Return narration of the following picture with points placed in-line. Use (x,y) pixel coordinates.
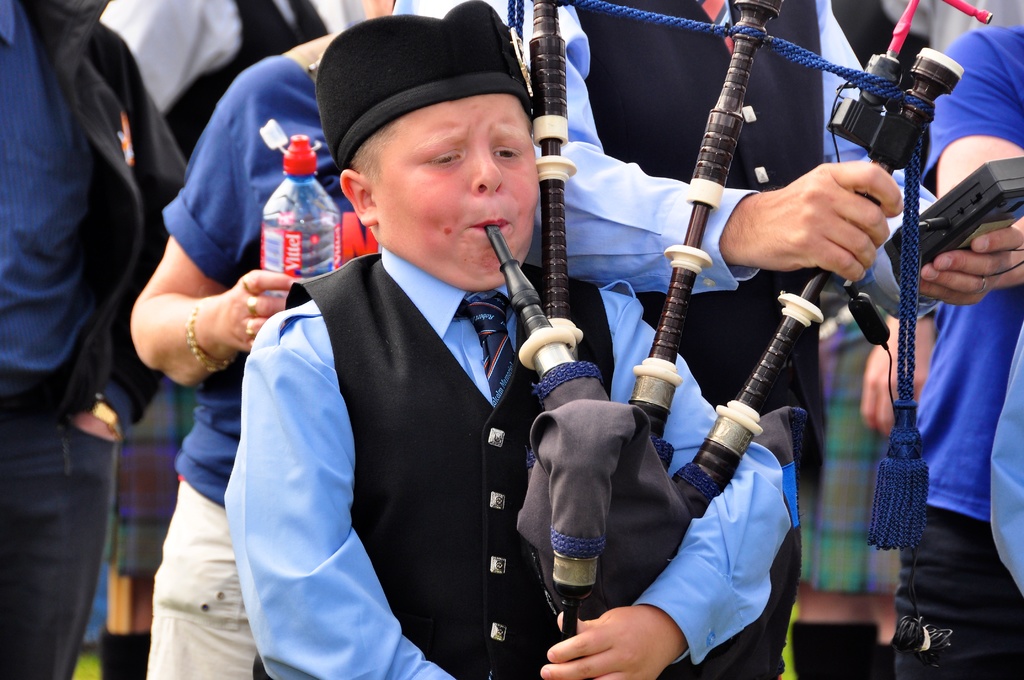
In this image we can see a person (394,364) wearing cap (388,104). And he is playing a musical instrument (584,430). In the back (776,212) there is a person (884,229) holding something in the hand (870,239). And another person (266,168) is holding a bottle (289,203). In the background (82,132) there are few people (976,124).
